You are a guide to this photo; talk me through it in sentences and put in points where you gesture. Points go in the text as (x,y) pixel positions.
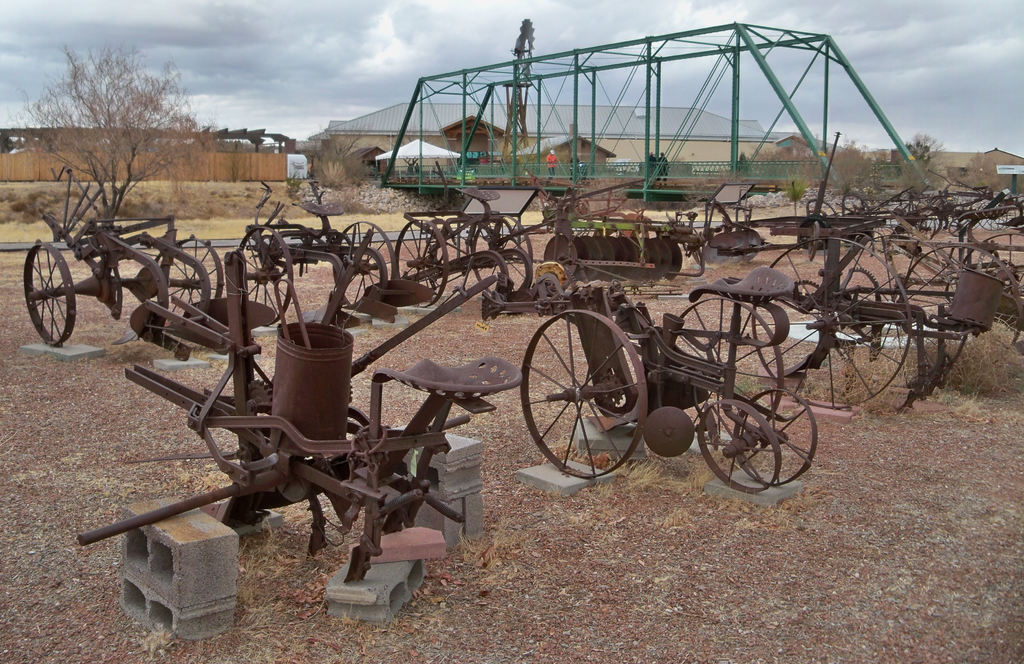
In this image I can see the ground (716,603), few cement blocks (187,580) and few metal vehicles (402,496). In the background (777,113) I can see a bridge (658,141), few persons (650,158) on the bridge (540,172), a white colored tent (408,150), few trees (883,165), few sheds (894,159) and the sky (308,134).
